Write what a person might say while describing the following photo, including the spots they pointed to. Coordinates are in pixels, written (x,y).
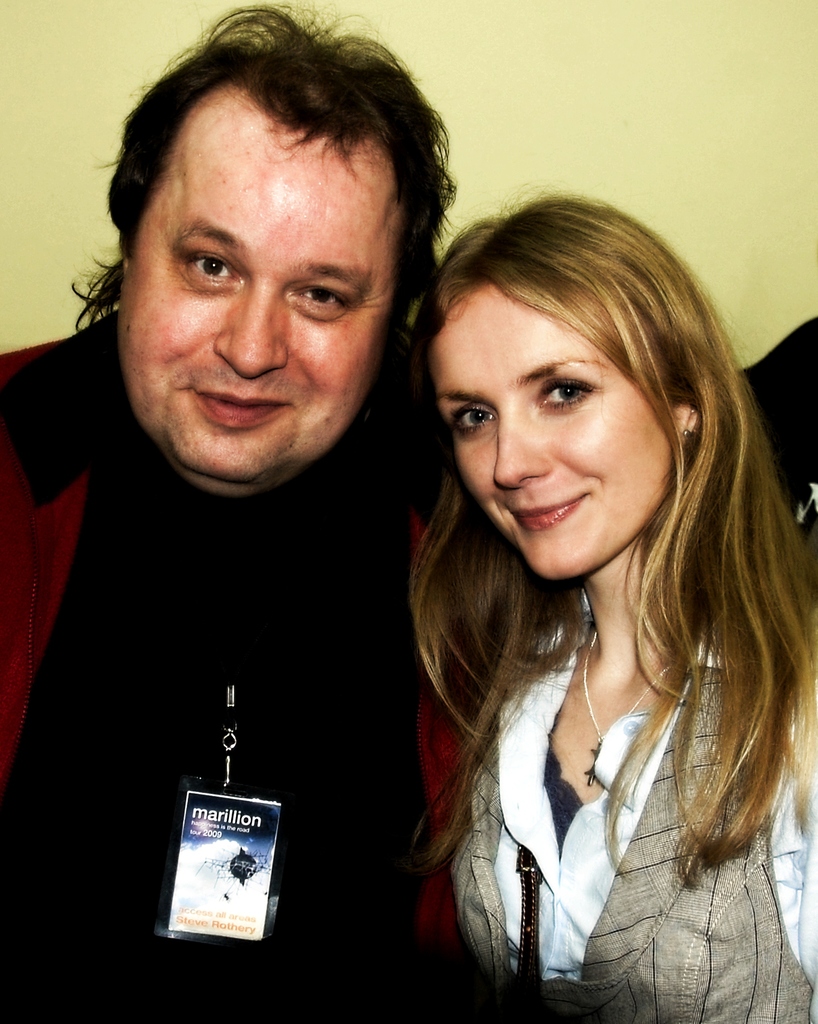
This is the man (360,445) and woman (475,542) smiling. I can see a badge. The background (662,87) looks light yellow in color.
